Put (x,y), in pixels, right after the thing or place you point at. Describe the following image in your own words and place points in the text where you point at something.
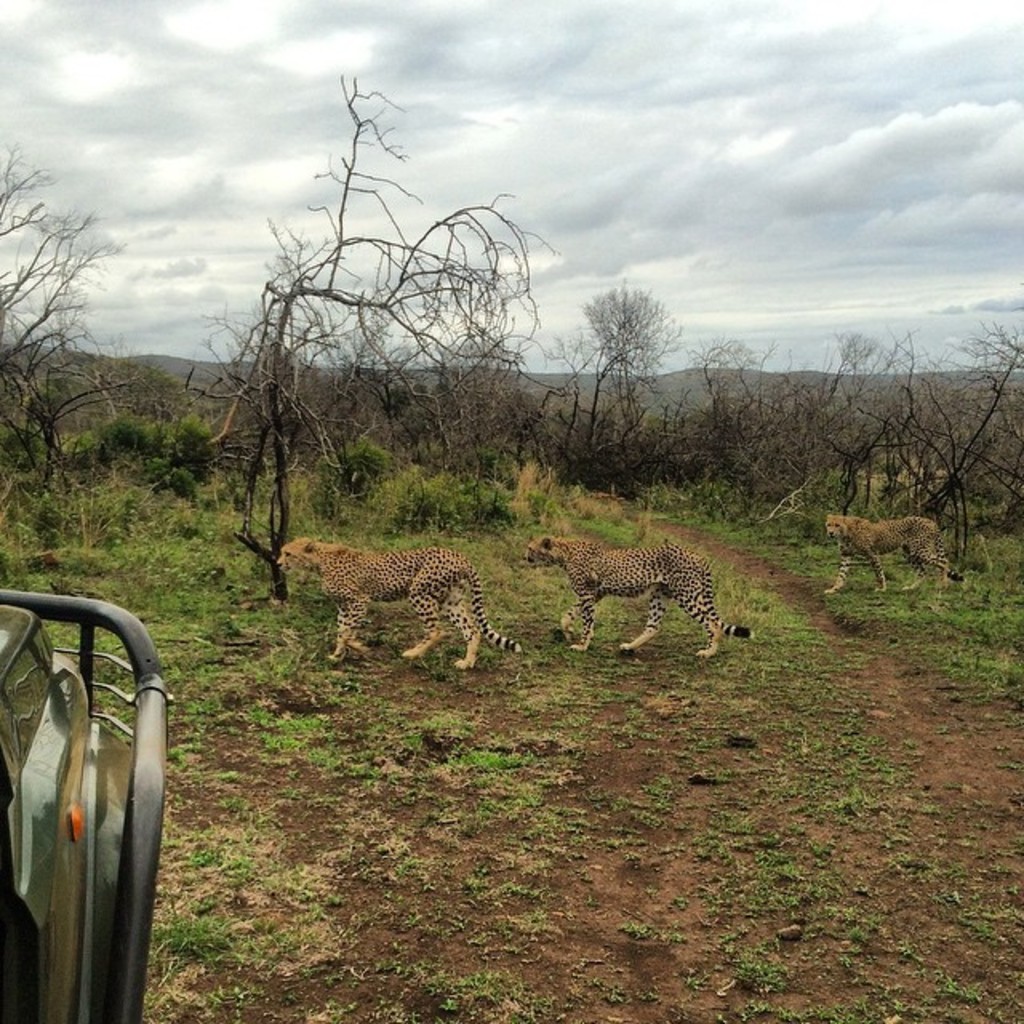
This picture is clicked outside the city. On the left corner (48,681) there is a metal object (106,716). In the center (466,594) we can see the three animals (869,528) walking on the ground (284,642) and we can see the green grass (189,566), plants (187,469) and dry stems (429,412). In the background (150,98) there is a sky (207,242) which is full of clouds (948,192).
